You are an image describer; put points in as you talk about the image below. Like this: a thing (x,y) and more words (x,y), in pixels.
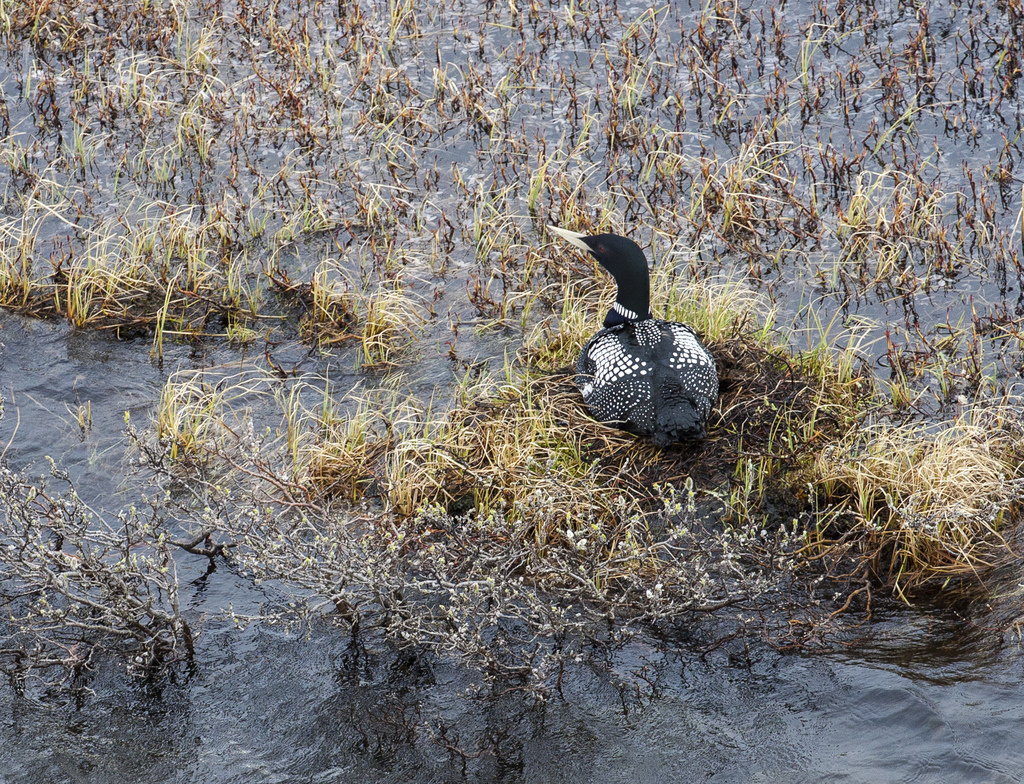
In this picture we can see some water (859,306), on which we can see some plants (809,464) and also we can see a bird (672,393) sitting on it.
